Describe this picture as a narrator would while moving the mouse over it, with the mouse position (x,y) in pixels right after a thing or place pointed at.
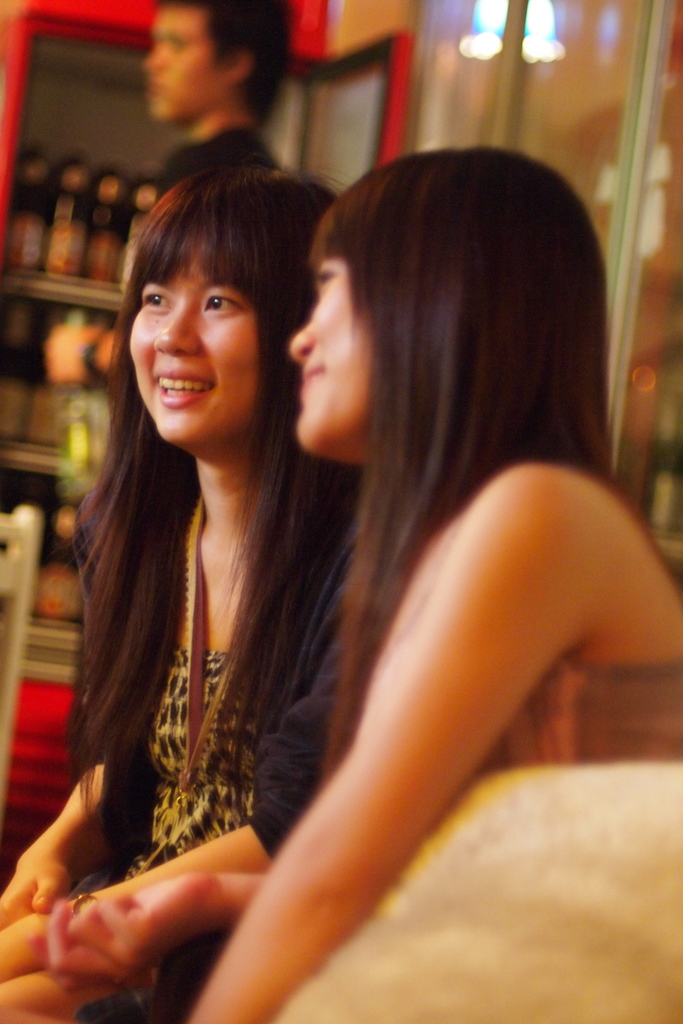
In this image we can see two women (357,662) sitting on chairs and one person (211,52) is standing and holding a bottle (74,444) in his hand (89,334). In the background (74,544), we can see group of bottles (32,396) placed in the racks (72,296) of a refrigerator (24,485).
